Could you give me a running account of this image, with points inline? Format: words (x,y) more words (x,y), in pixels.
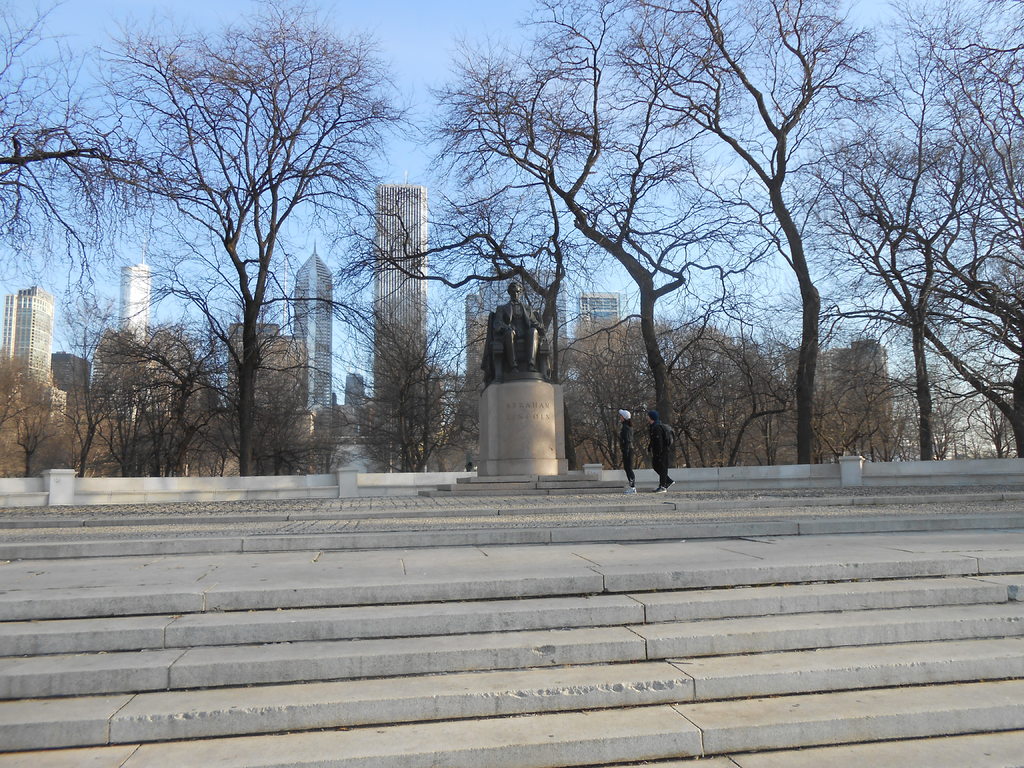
In this image I can see a staircase (619,749) and sculpture (485,413) visible, in front of sculpture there are two persons (667,445) visible, at the top (272,178) there are trees (979,106), buildings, sky (40,242) visible.
